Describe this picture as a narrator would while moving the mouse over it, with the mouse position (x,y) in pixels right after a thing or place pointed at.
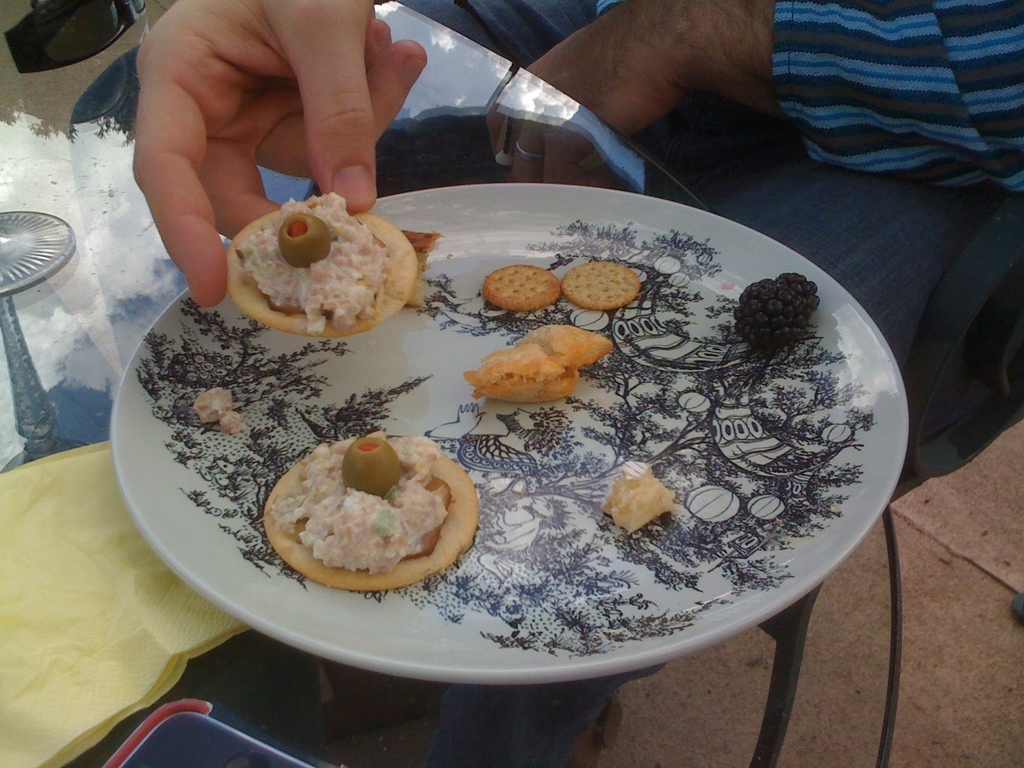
In this image there is a table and we can see a plate (387,344) containing food (362,461) and a tissue (48,577) placed on the table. In the background (810,137) there are people (359,98) and we can see a person's hand (298,160) holding a food item (305,241).
